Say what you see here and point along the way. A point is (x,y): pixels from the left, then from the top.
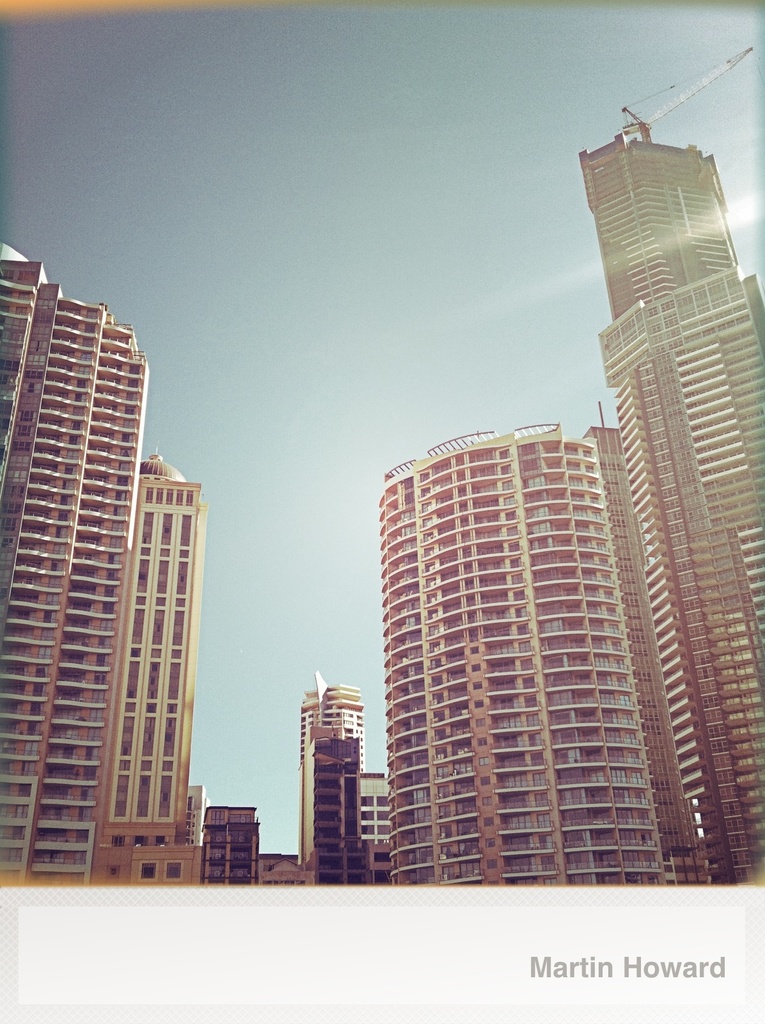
In this image I can see number of buildings (613,712) in the front (715,266) and in the background (369,257) I can see the sky (403,250). On the top right side of the image (651,169) I can see a crane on the one building (605,176) and on the bottom right side of the image (535,963) I can see something is written.
